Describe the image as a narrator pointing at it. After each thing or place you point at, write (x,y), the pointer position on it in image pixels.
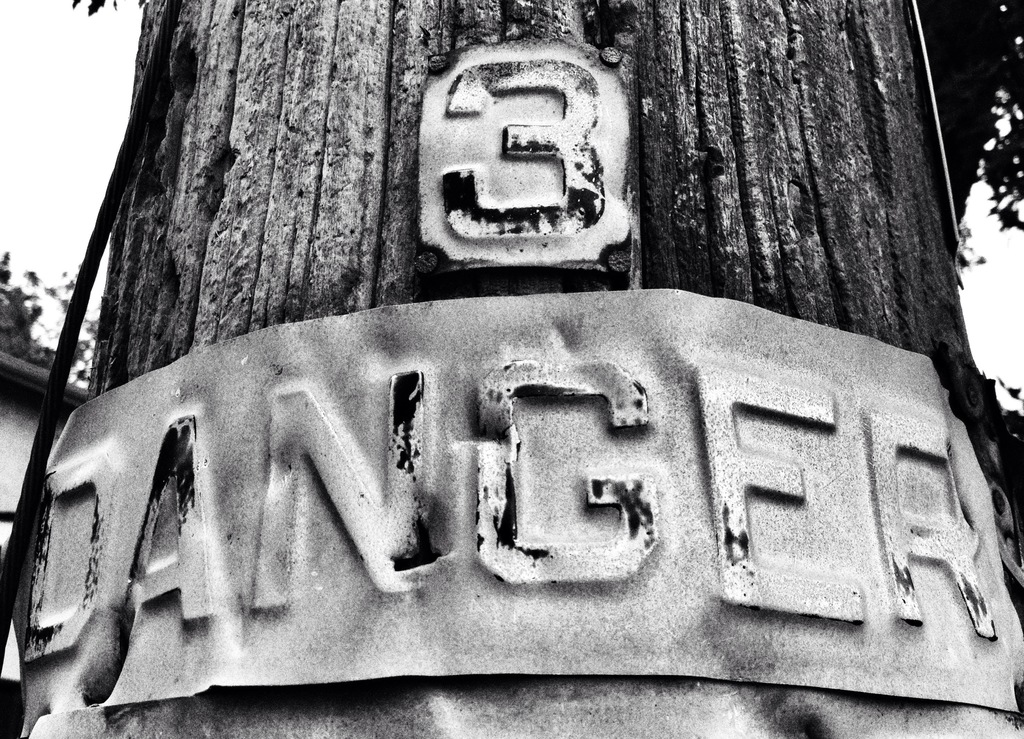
In this picture we can see an old photograph of the wooden pole (734,217). In the front (369,624) there is a metal plate (381,588) stick to it, on which "danger" is written.
